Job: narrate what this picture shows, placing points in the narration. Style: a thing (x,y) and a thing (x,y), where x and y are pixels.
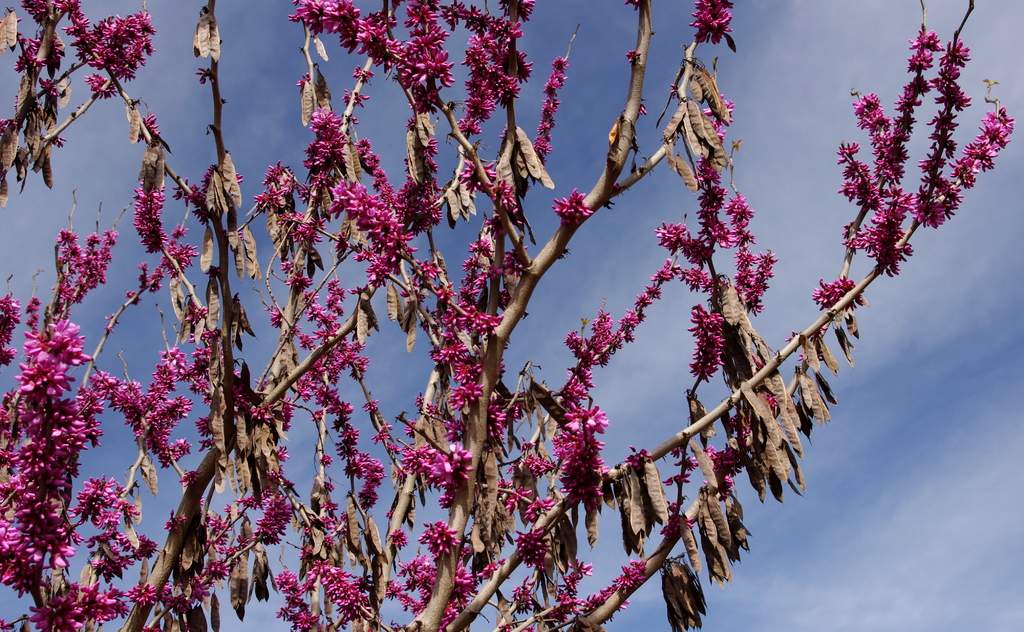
In this image I can see there are flowers (573,483) and leaves (473,194), at the top (804,139) there is the sky (766,147).
